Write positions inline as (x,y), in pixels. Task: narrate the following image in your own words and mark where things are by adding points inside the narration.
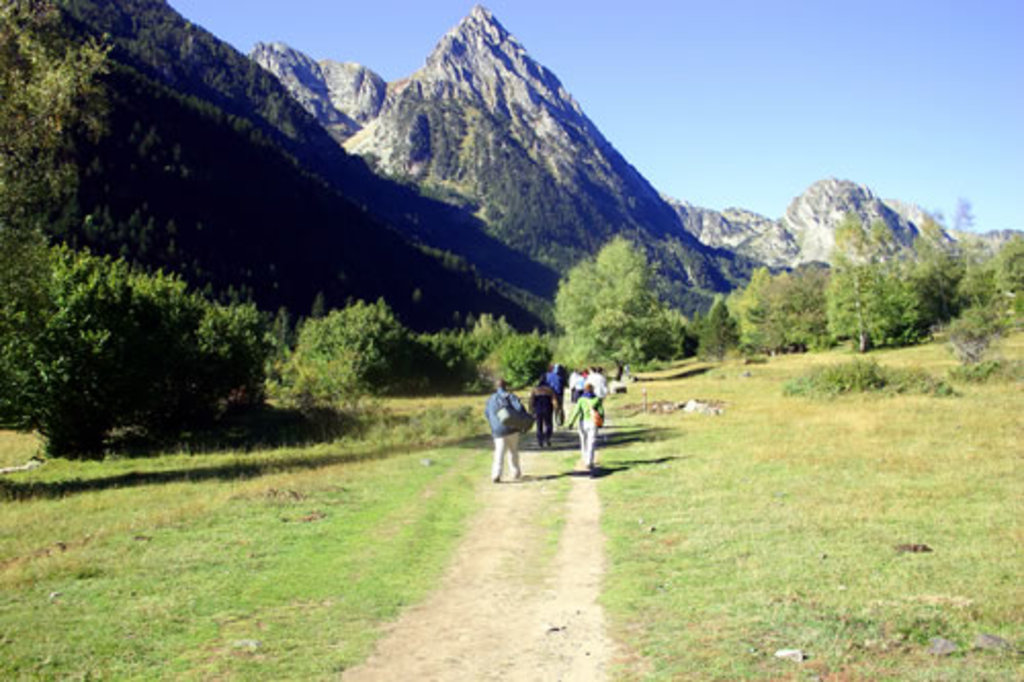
On the left side of the image (263,214) there are mountains (728,261) and trees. At the center of the image (543,435) there are few people (552,418) are walking on the path (491,514) of a grass (731,499). In the background (678,153) there is a sky (787,110).
